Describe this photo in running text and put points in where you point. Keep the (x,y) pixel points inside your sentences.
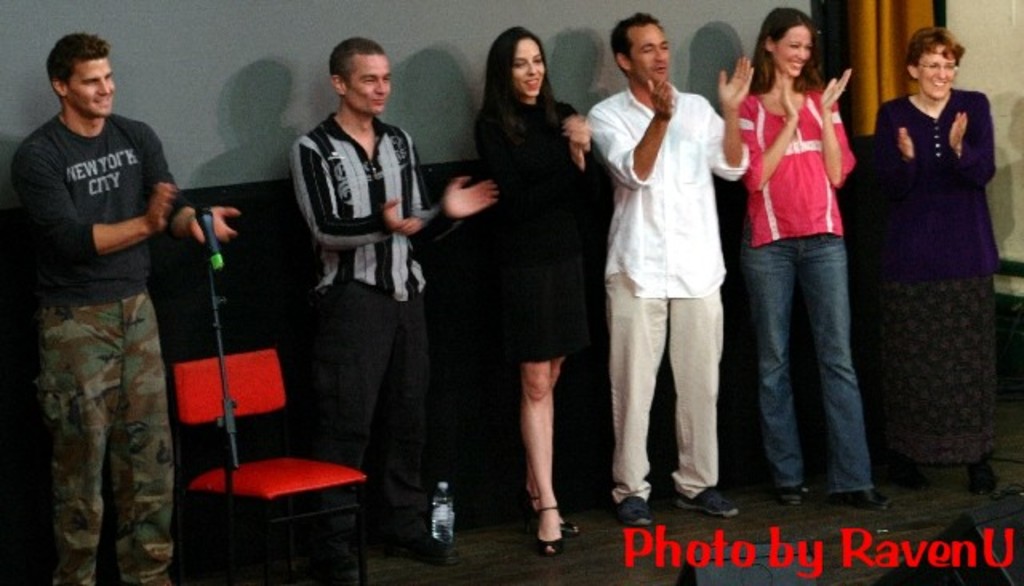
In this picture we can see some people (384,275) are standing and smiling and clapping. On the left side of the image (323,470) we can see a chair (259,474), mic (215,241) with stand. At the bottom of the image (520,542) we can see the floor (484,549), bottle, light (771,568). In the bottom right corner (703,543) we can see the text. In the background of the image (359,2) we can see the wall (40,42), curtain (870,114).
